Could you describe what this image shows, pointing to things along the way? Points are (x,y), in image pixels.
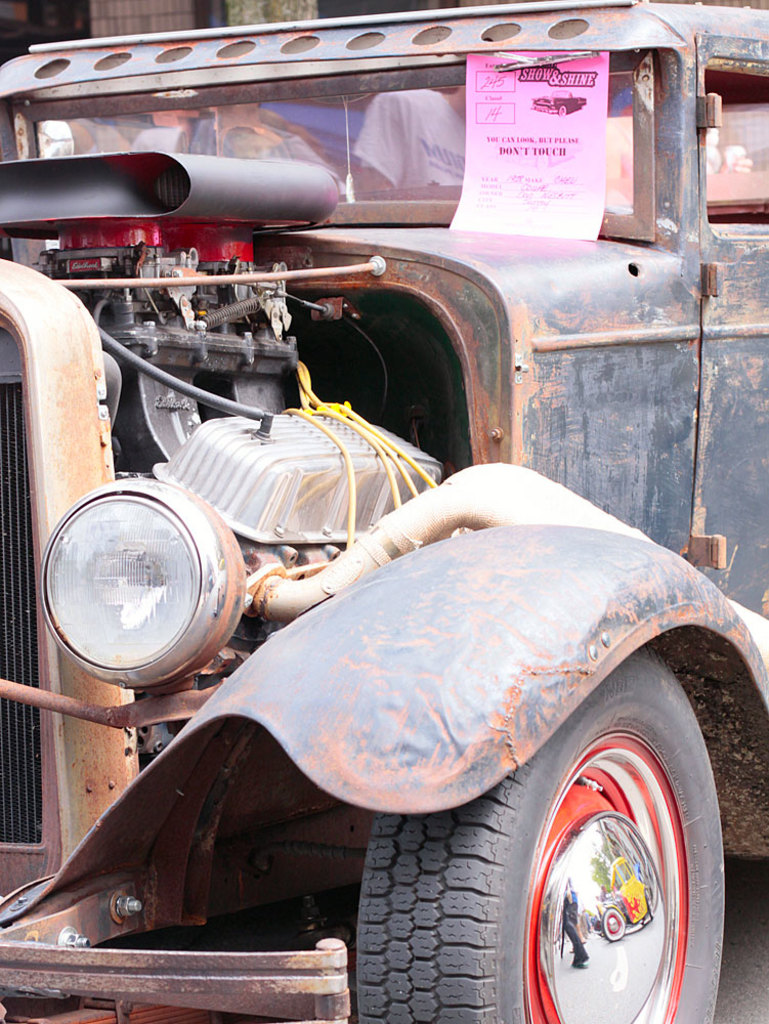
In this image there is vehicle (394,401). We can see headlamp (93,577) and tyre (425,987). There are people (453,155) sitting.
